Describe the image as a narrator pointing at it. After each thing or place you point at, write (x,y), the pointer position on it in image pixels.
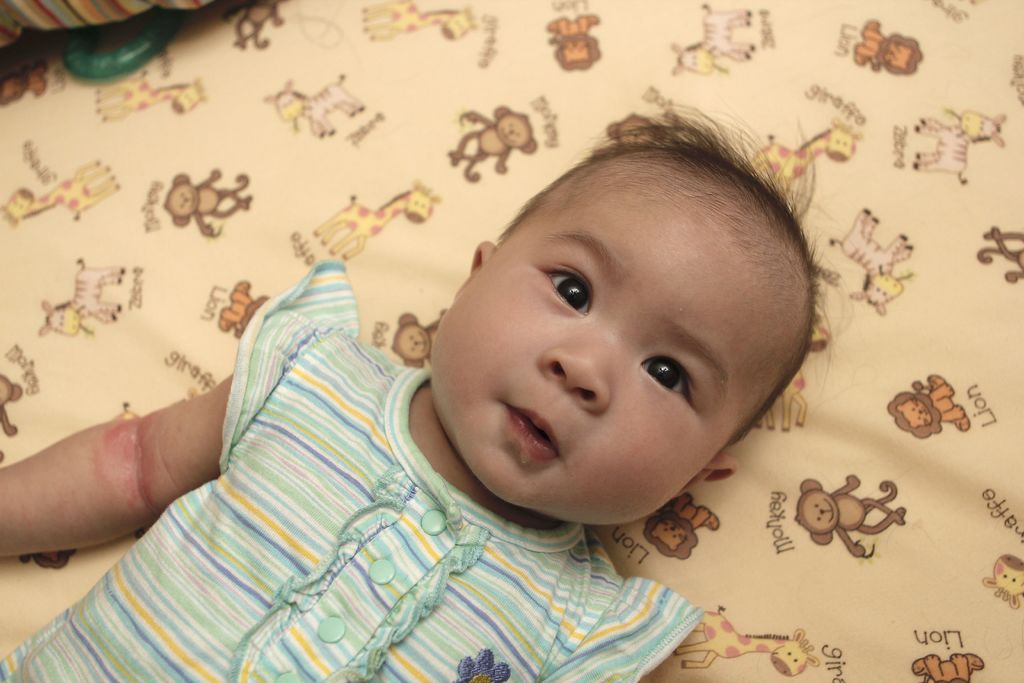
In this picture we can see a child (508,474) laying on the cloth (726,558), we can see pictures (413,333) of animals (62,196) on the cloth (506,115), we can also see names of the animals (990,253).
